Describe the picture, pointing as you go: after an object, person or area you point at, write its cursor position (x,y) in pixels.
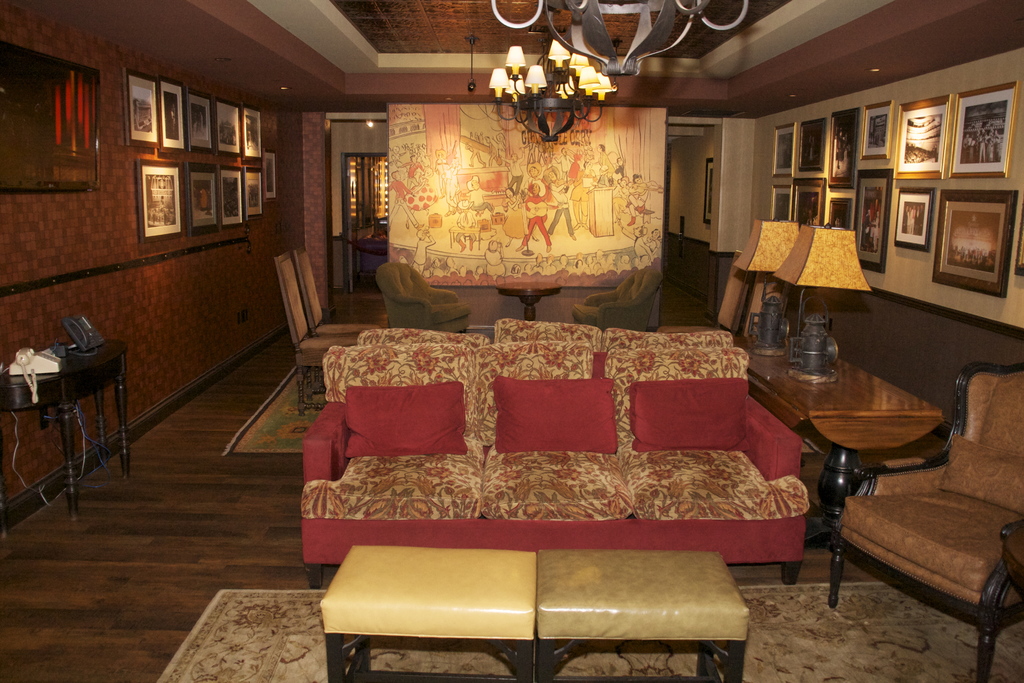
In this image I see a sofa set (464,338), chairs (455,322), table (897,394) on which there are lamps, lights (618,70) and on the wall (972,356) I see photo frames (947,208).
